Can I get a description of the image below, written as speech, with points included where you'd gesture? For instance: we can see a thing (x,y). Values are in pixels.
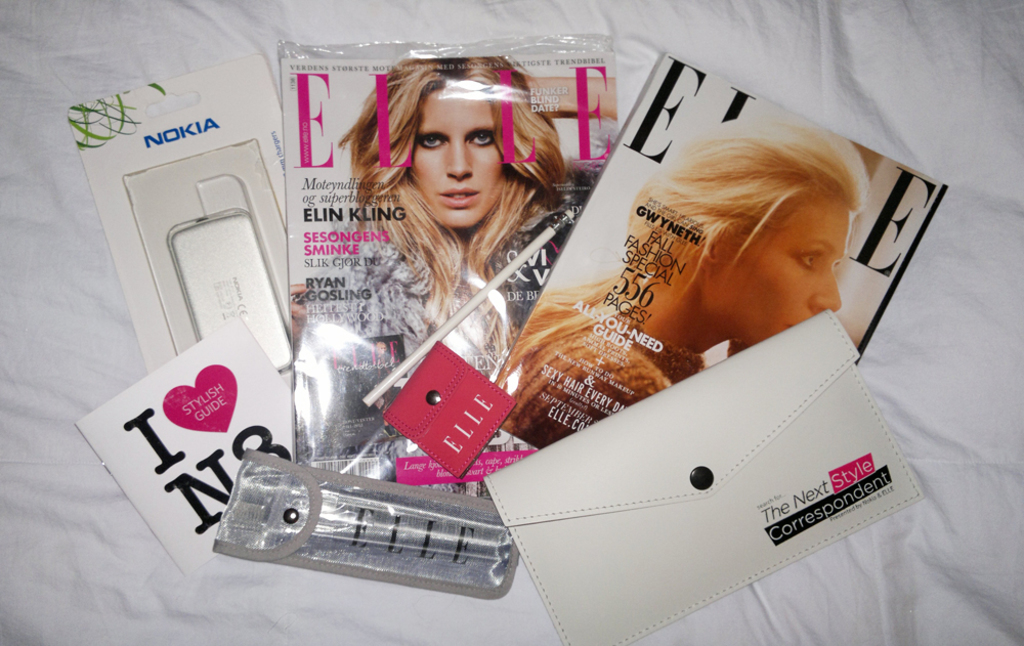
In this image, we can see magazines (699,189), purse (764,428), cover (399,544), book (199,452) and packet (237,294) on the white cloth (53,327).
